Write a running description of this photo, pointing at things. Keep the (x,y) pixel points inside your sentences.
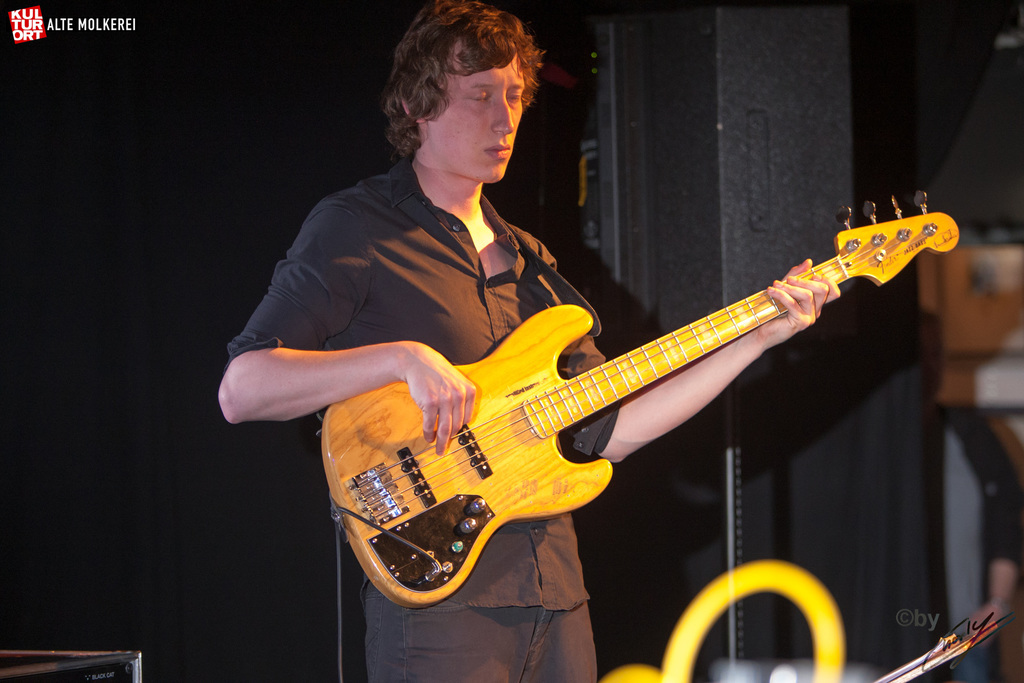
In this picture there is man (519,285) standing and playing guitar (484,476). The man (431,309) is wearing a black shirt (401,260) and black jeans (428,621). There is a watermark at the below right corner of the image (930,626). There is a text (69,28) and logo (34,24) at the above left corner of the image (71,21). Behind the man (387,206) there is wall (701,176) and the background (116,432) is dark.
